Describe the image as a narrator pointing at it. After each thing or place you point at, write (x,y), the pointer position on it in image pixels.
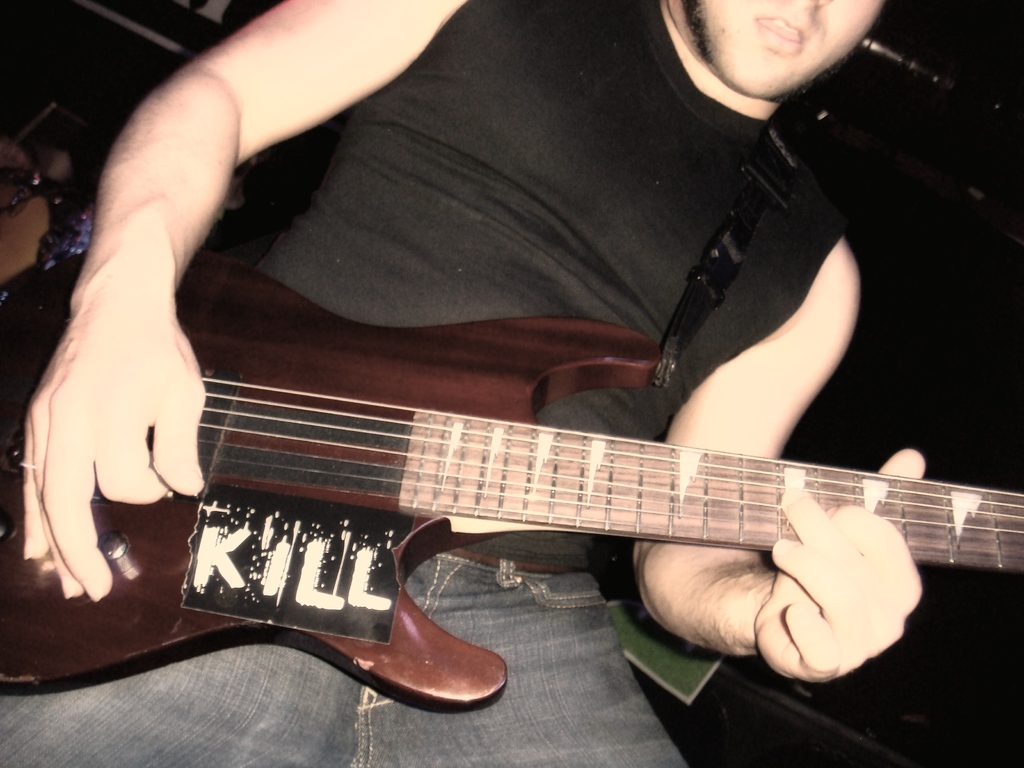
This person (517,184) playing guitar (506,341) and wear black color t shirt (563,196).
